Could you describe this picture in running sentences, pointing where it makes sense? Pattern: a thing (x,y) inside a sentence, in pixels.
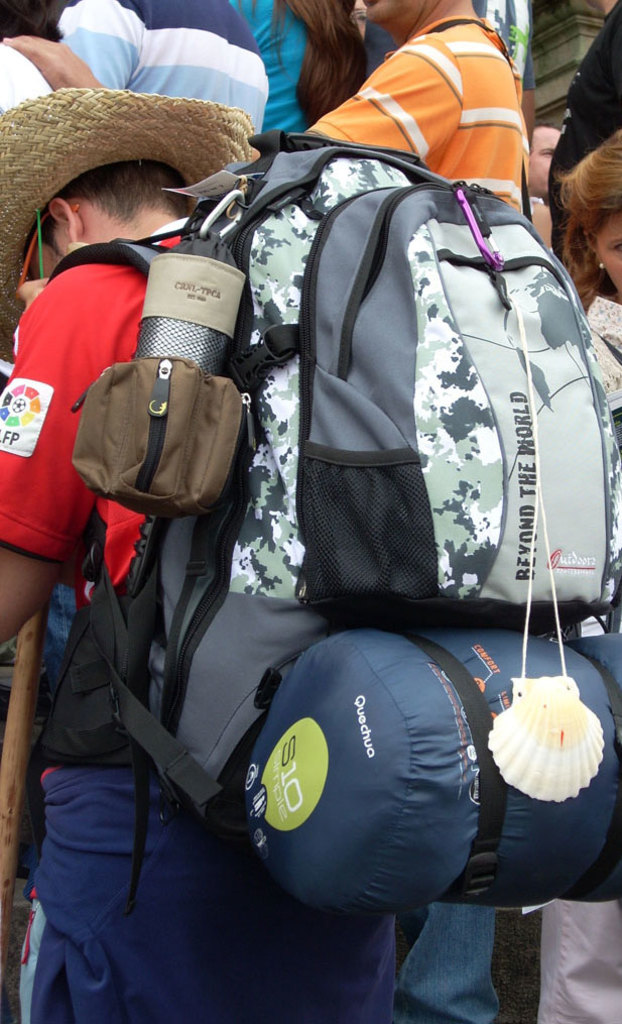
In this picture there is a man (157,181) carrying a backpack (324,440). He wearing a hat (47,149), he is wearing red t shirt (31,421) and blue pant (165,924). In the background (141,44) there are many other persons (290,60).
